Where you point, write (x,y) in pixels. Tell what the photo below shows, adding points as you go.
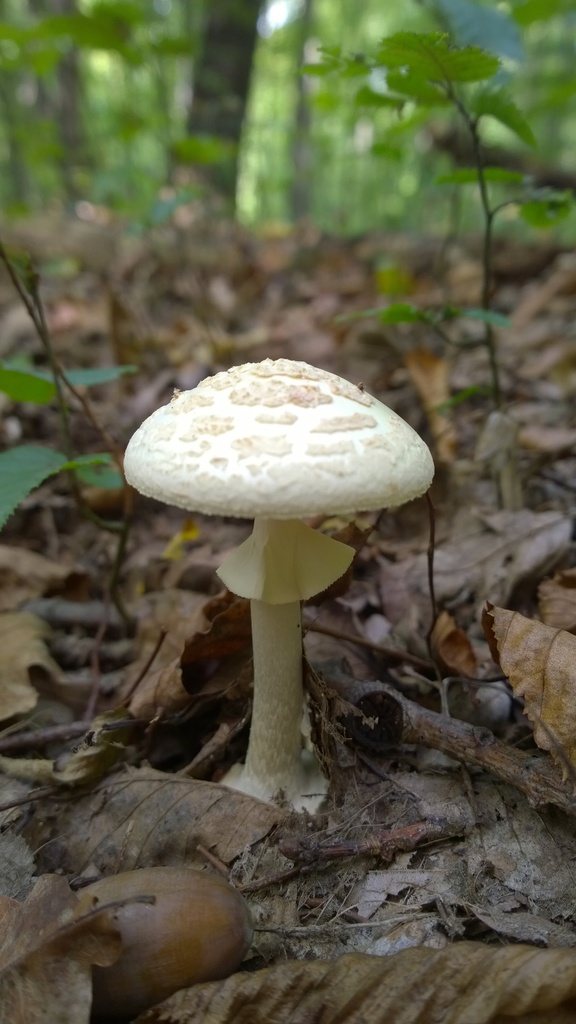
In this image we can see one white mushroom (313,560) on the ground (330,815), some dried leaves (506,855) on the ground (139,795), one round object (204,952) on the ground (395,976) looks like a stone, some trees (371,111), some plants (367,103) and some dried sticks (447,723) on the ground (246,844).
